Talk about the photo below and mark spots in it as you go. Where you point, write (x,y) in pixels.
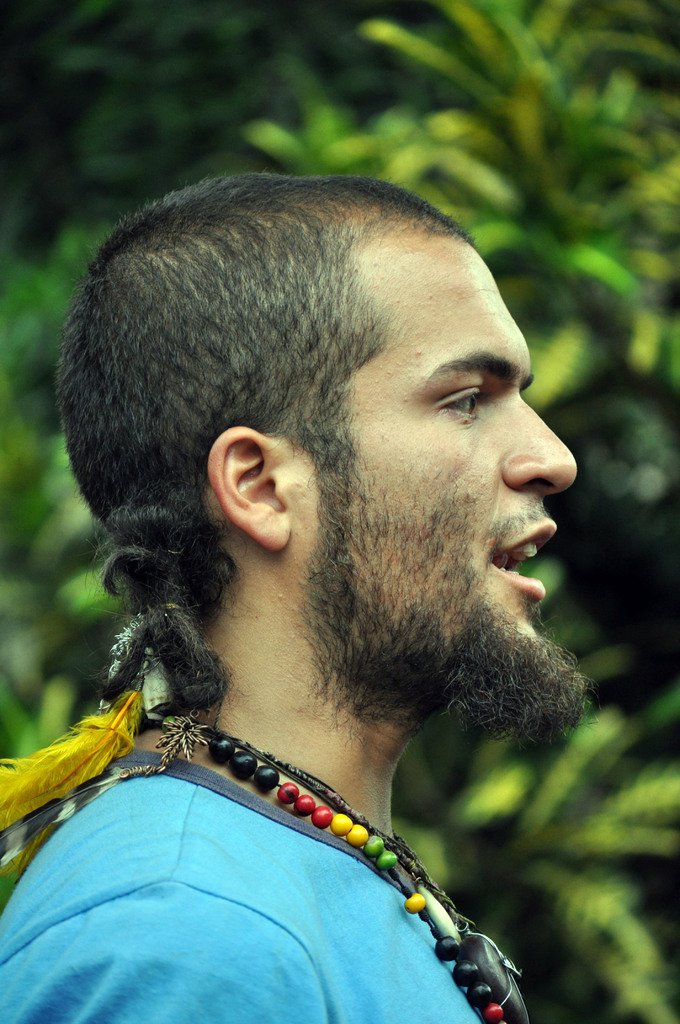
In this picture we can see a man (333,711) standing in the front (252,902) and looking straight. Behind there is a blur background (34,636) with green Leaves (581,238).
